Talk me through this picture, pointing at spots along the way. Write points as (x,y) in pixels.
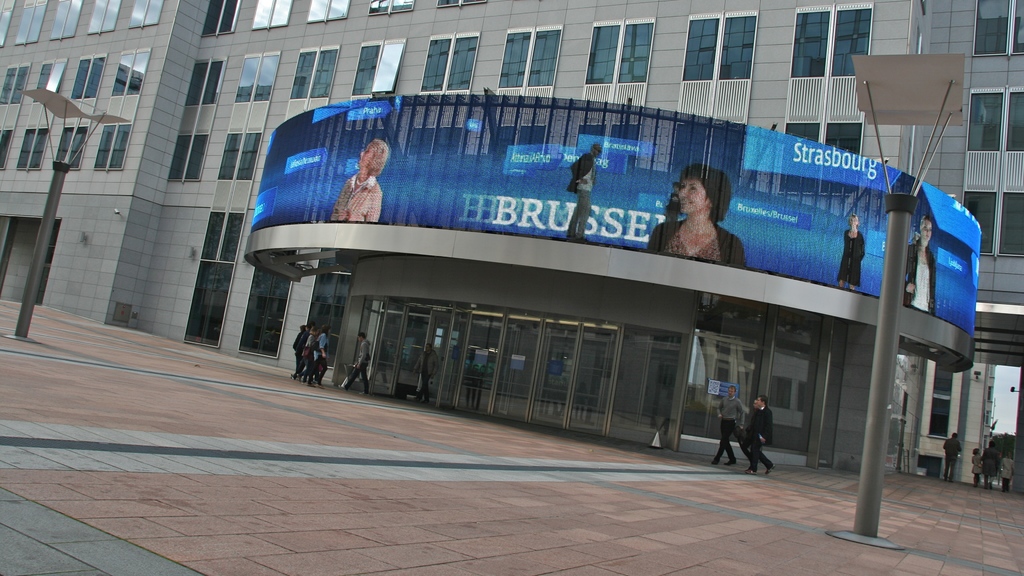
There is a building (326,83) with windows (627,31). In front of the building (907,17) there is a screen (416,182) with images of people (726,206) and something is written. Also there are doors (514,351). In front of the building (340,347) there are many people (364,353), poles (44,223).
